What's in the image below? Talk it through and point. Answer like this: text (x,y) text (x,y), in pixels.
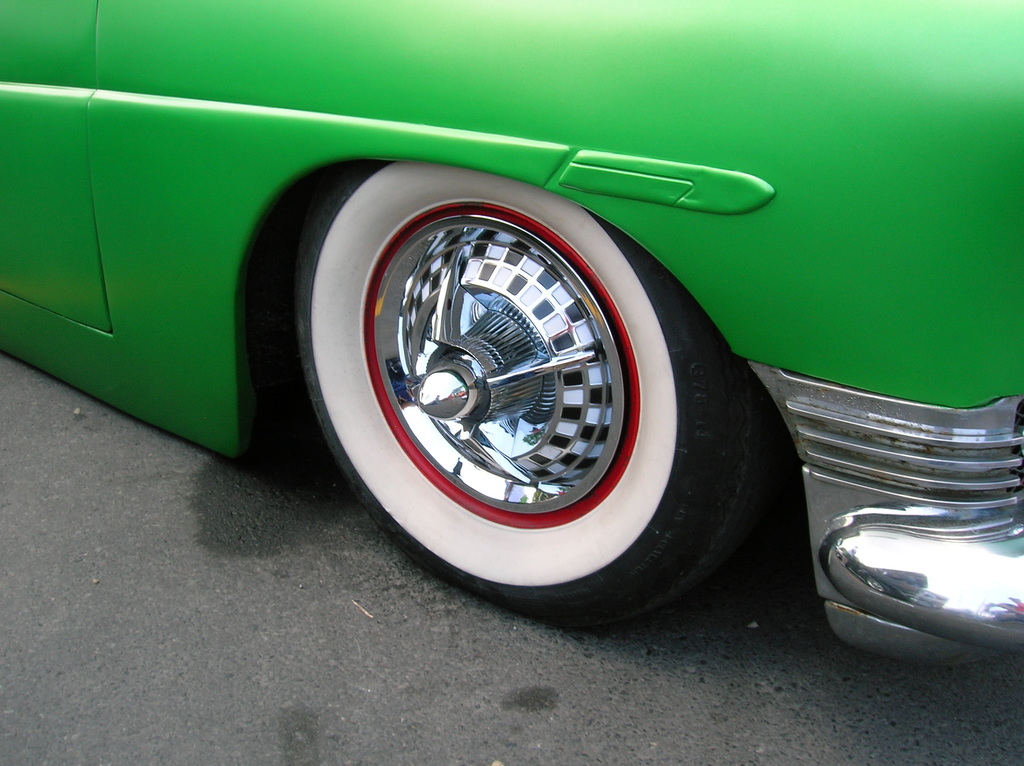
In this picture we can see a green color vehicle (720,150), there is a tyre (682,510) here, we can see road (375,639) at the bottom (322,651).
